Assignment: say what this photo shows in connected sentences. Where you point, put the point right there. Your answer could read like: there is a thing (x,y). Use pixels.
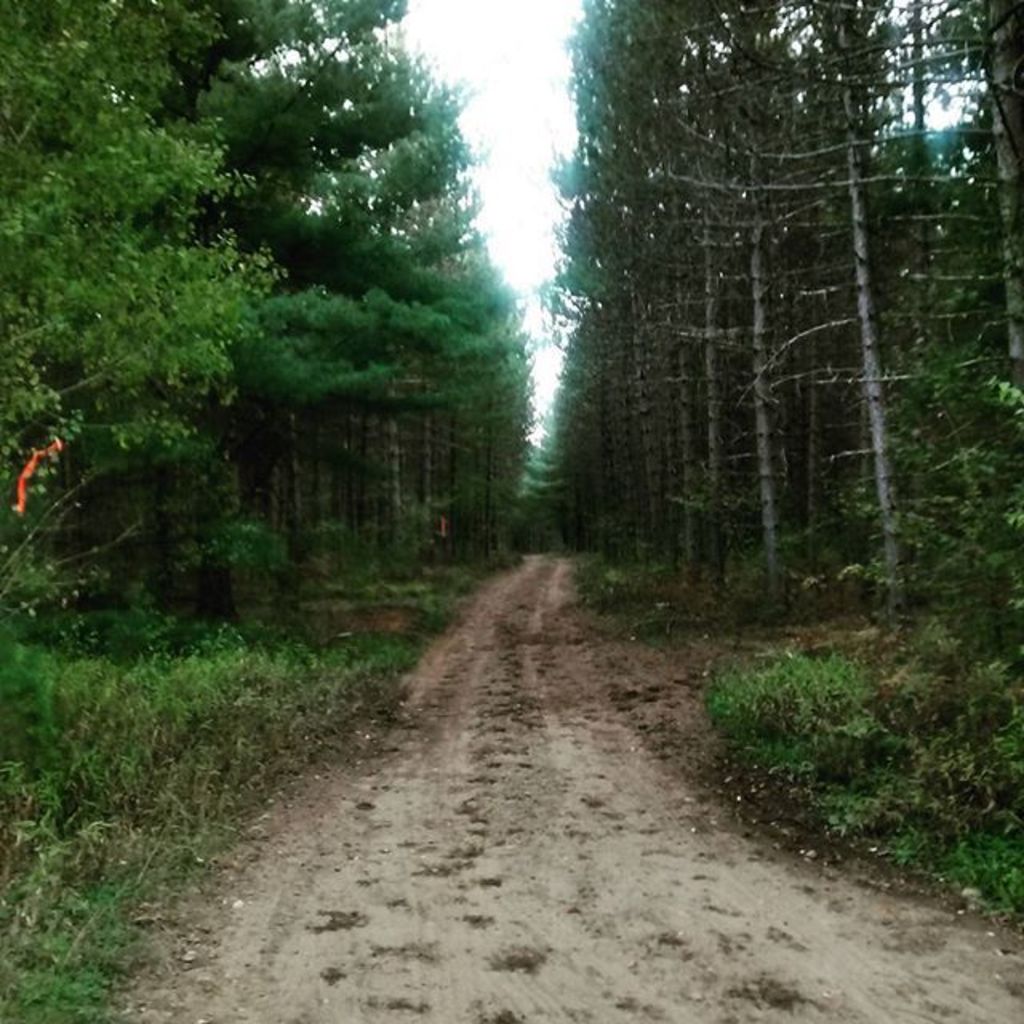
In this image we can see some plants (950,711), trees (594,420), grass (462,581), and the sky (561,113).
